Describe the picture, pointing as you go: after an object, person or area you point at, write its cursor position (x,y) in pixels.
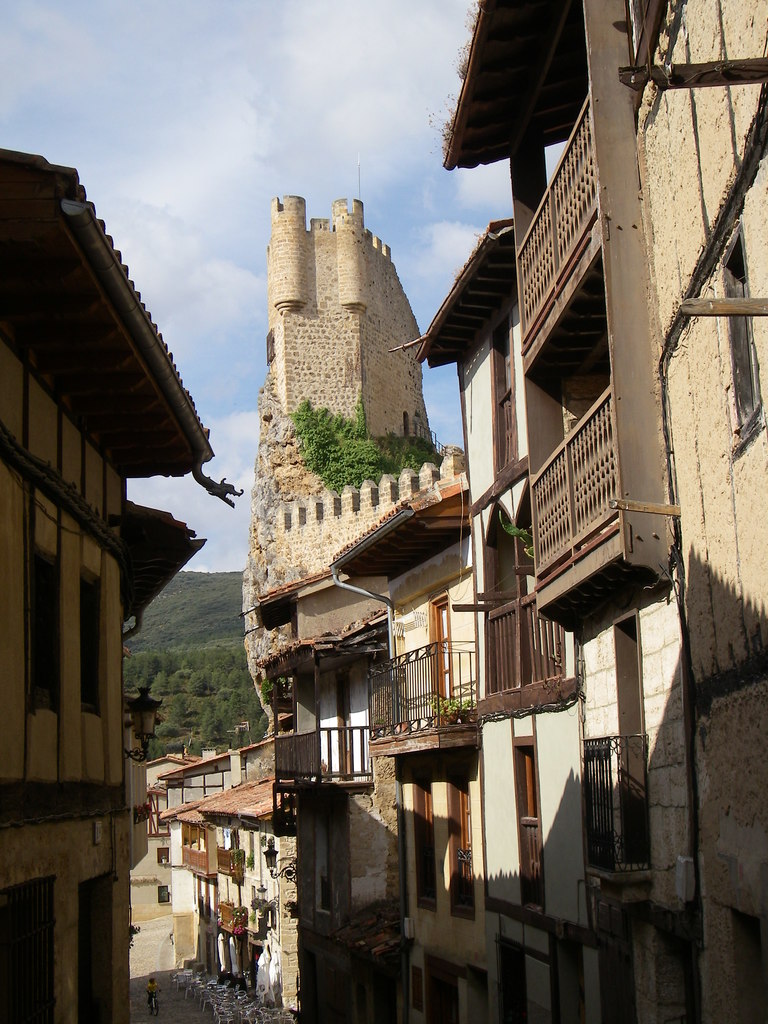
In this picture there are buildings (287,777) and trees (184,661) and there is a light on the building (105,696). At the bottom (230,999) there is a person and there might be tables (209,980) and chairs (197,972). At the top (289,78) there is sky (221,78) and there are clouds (252,206).
